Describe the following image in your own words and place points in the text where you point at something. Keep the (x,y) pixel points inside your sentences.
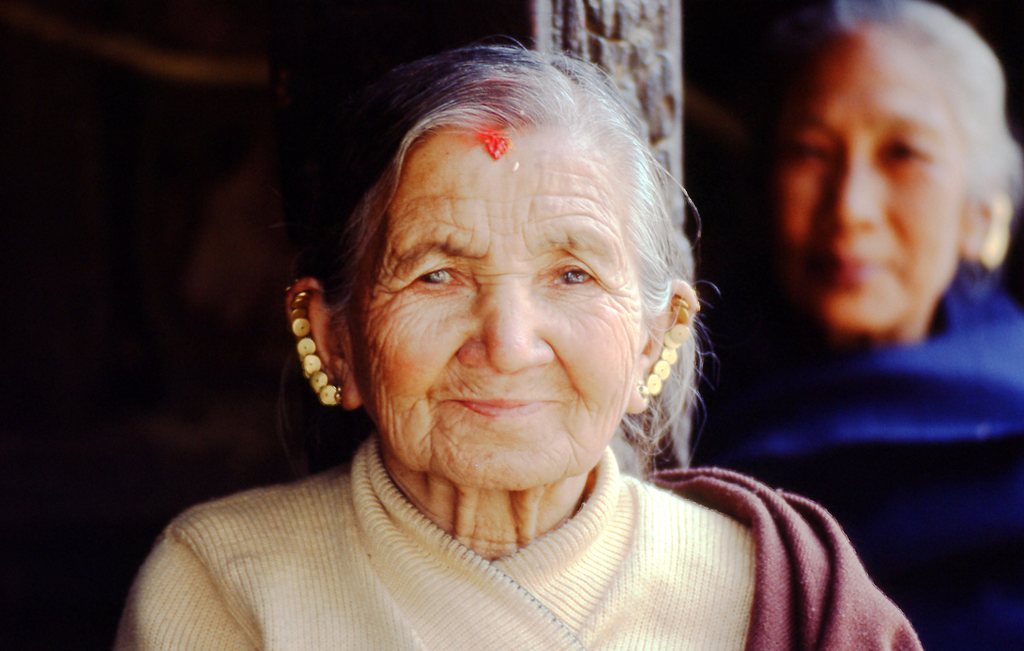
In this image there are people (228,582) and we can see a pillar (656,115).
